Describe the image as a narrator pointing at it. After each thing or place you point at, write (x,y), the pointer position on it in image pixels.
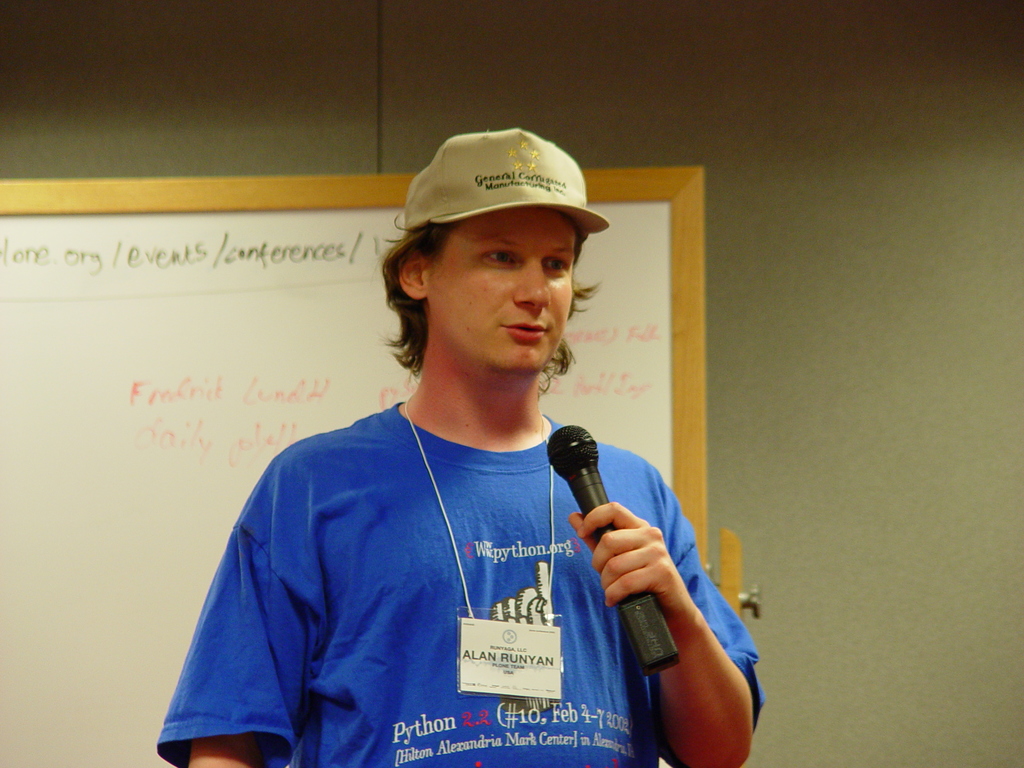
There is a man (467,513) standing wearing a cap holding microphone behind him there is a board (618,211).
